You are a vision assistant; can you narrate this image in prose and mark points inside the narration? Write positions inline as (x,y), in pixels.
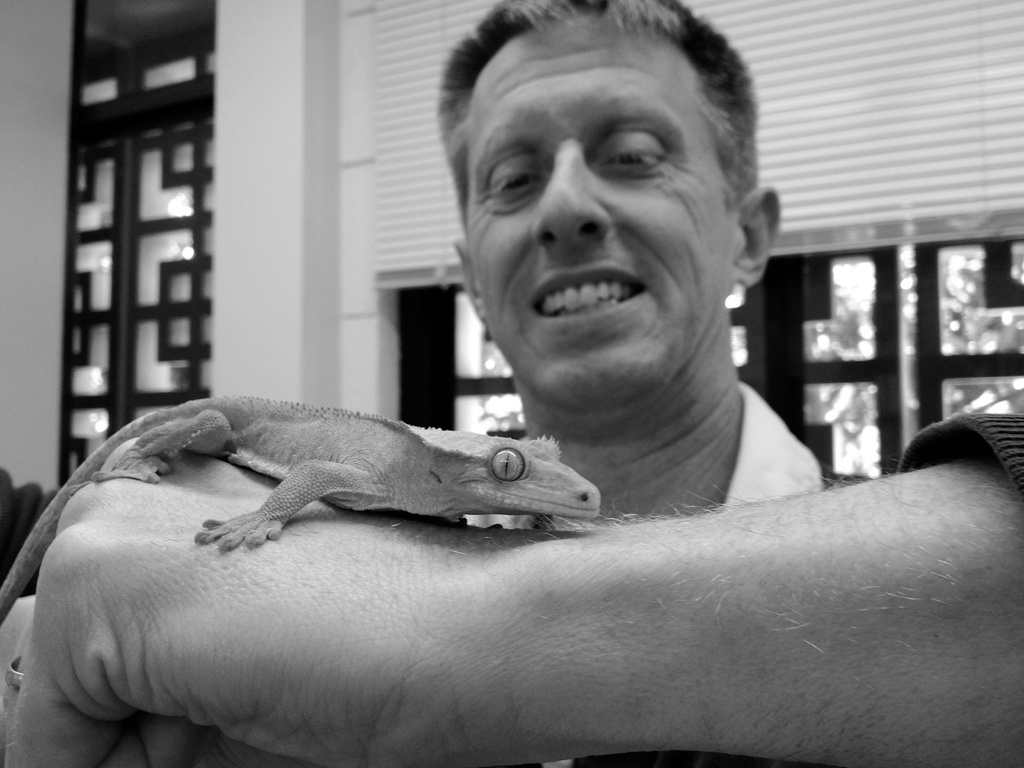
In the image we can see a man (625,371) wearing clothes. This is a human hand (140,542) on it, there is a lizard (279,440). This is a window (859,408) and a wall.
